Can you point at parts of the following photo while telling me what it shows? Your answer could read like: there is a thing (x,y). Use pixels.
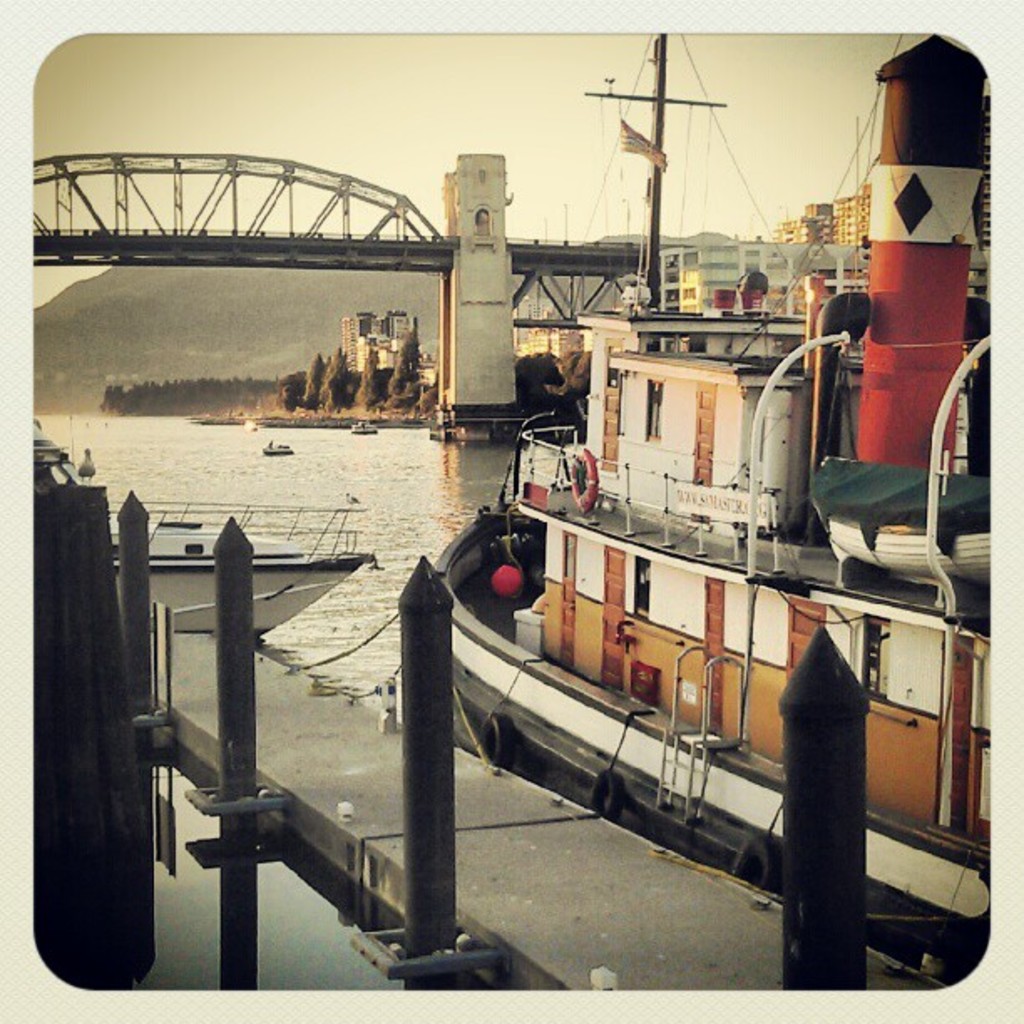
This is an edited image, where there are boats (561,674) on the water (276,456), buildings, trees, bridge (71,164), flag (647,139) with a pole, hills (433,327), and in the background (456,164) there is sky (284,121).
